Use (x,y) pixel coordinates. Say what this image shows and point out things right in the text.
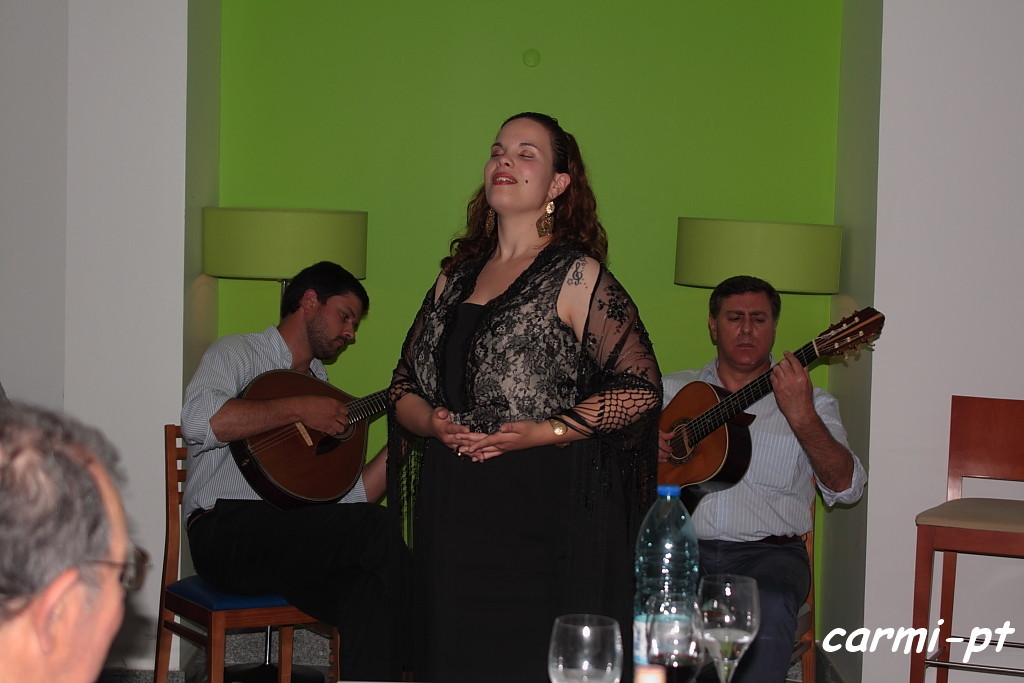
In this image I see 3 men (206,506) in which 2 of them are sitting and I see a woman (624,476) who is standing and I can also see there are 3 glasses (750,591) and a bottle (647,583). In the background (338,377) I see the chairs (969,415) and the wall (979,6).
